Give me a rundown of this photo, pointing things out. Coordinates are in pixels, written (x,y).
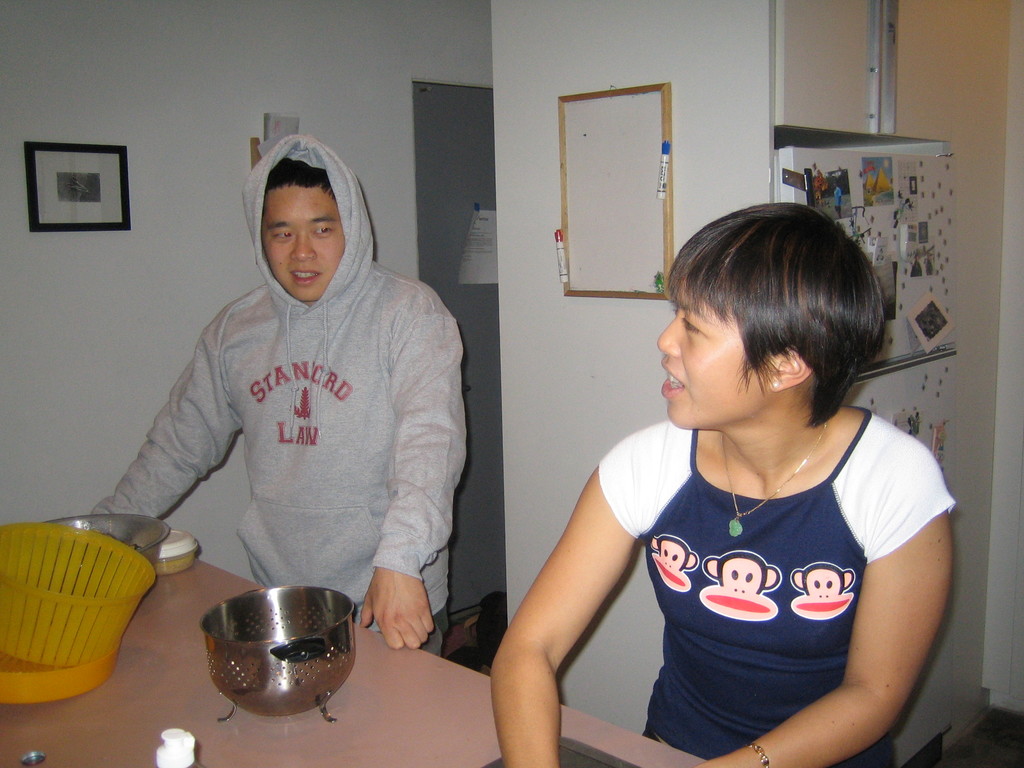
There are two persons (343,384) and we can see bowls (138,551) and some objects (95,652) on table (361,749). On the background (937,324) we can see frame (605,216) on wall (435,60) and photos (864,203) on refrigerator (939,271).
